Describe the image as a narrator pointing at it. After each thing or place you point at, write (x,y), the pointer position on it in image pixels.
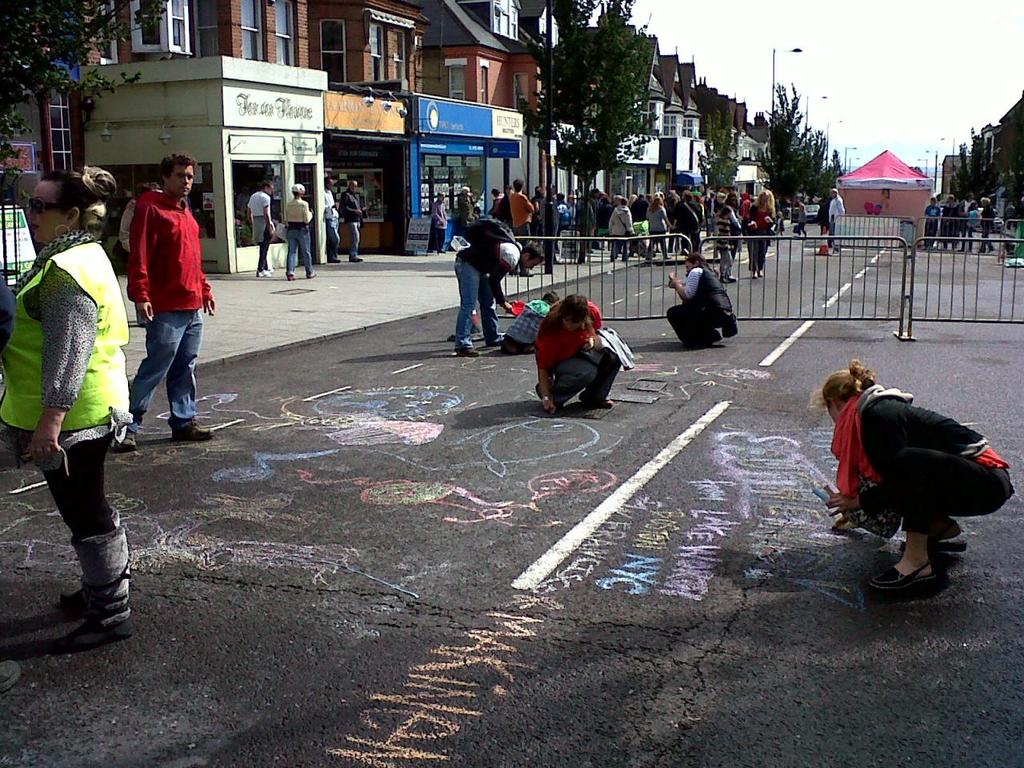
In this image there are few people (881,431) drawing on the road (538,535) and there are some other people (529,208) walking on the road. In the center of the image (568,276) there is a metal fence (913,262). There is a tent house (886,169). In the background of the image (763,147) there are buildings (674,160), trees (587,156), street lights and sky (944,40).
